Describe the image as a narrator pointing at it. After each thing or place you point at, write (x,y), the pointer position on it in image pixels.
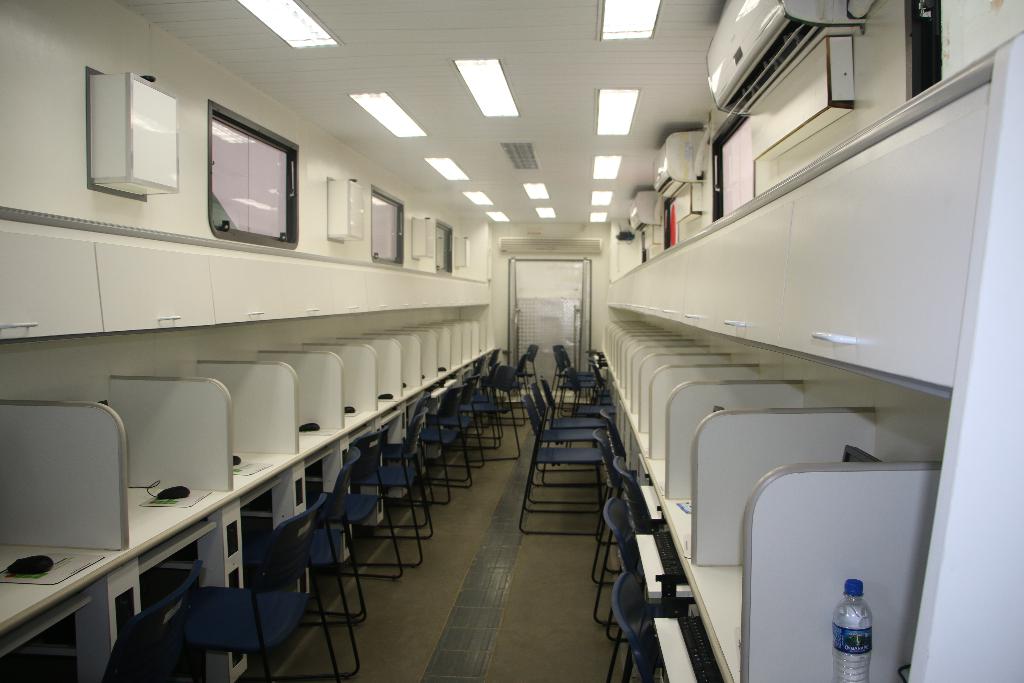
I think this is a computer lab (211,477) and we see computer desks (92,530) and chairs (122,656) in front of them.
